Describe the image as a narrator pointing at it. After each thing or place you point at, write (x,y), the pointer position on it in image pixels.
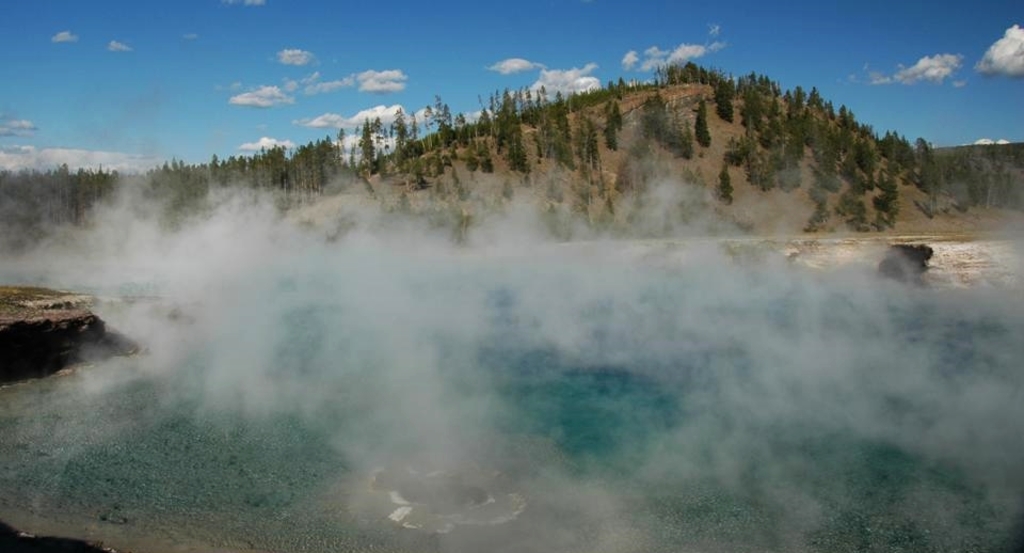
In this image, I think this is a steam (572,308). I can see the trees (486,139) on a hill (760,113). These are the clouds (497,63) in the sky (800,5). At the bottom of the image (430,477), I think this is a kind of a hot spring pool (442,501).
